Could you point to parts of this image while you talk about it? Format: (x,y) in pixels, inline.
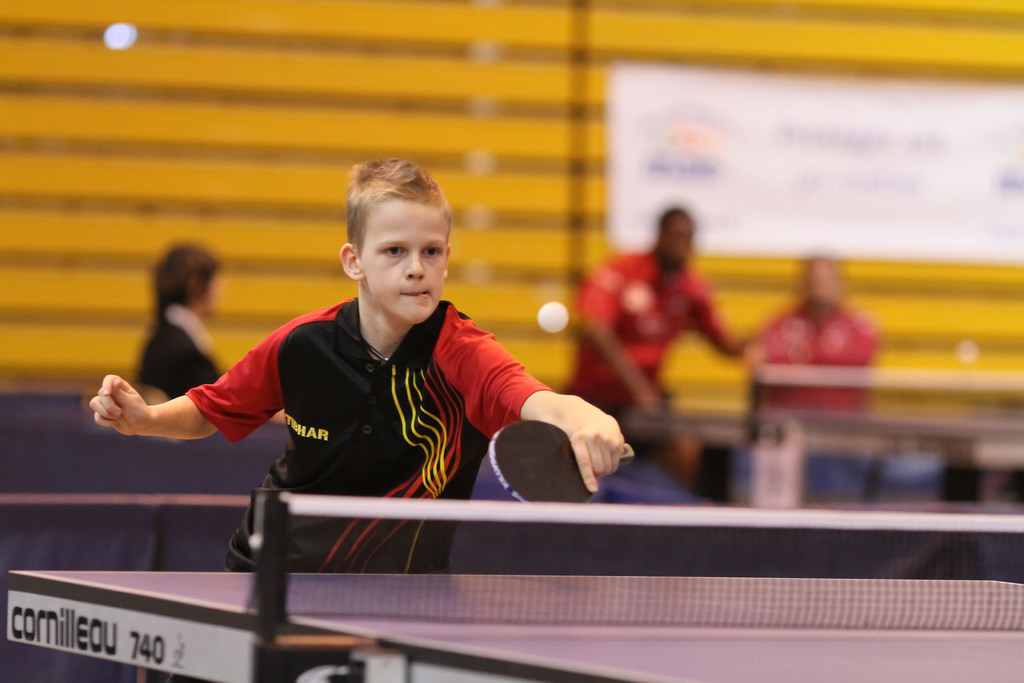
In the picture I can see a boy (359,340) is holding a bat (566,487) in the hand (595,477). Here I can see a table (580,646) which has a net (581,590) attached to it. In the background (463,214) I can see people (658,263), a yellow color wall (489,206) and some other objects (698,167). The background of the image (599,292) is blurred.
